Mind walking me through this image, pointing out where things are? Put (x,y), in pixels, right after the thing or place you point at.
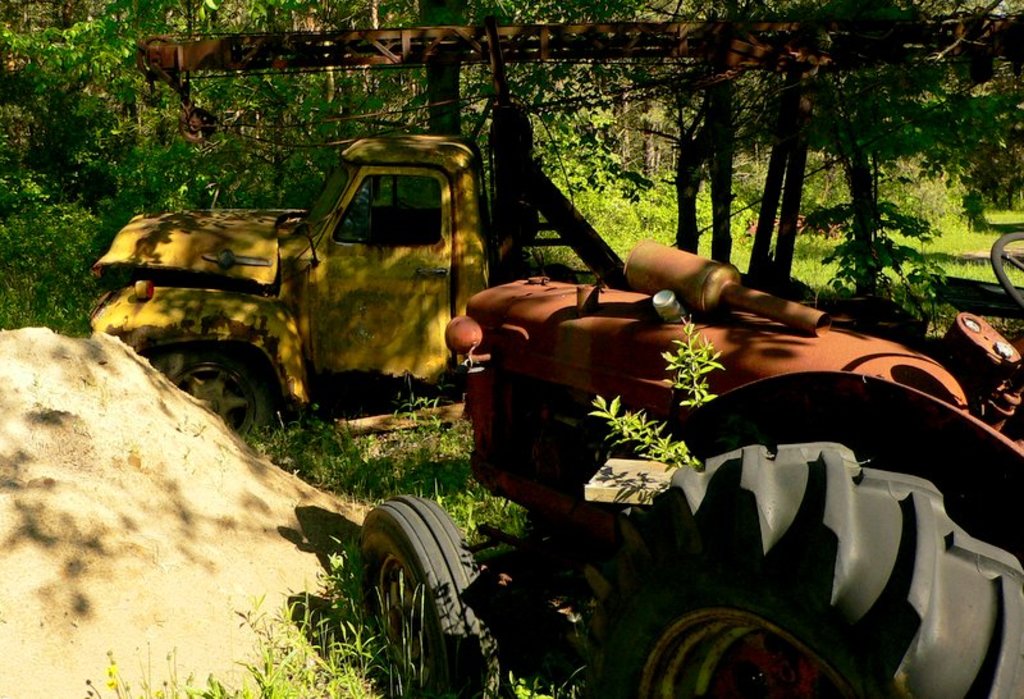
Here we can see two abandoned vehicles (386,365) and a crane (233,43) on the ground (511,517). On the left (80,570) there is a sand (187,488). In the background (83,45) there are trees (75,30).
